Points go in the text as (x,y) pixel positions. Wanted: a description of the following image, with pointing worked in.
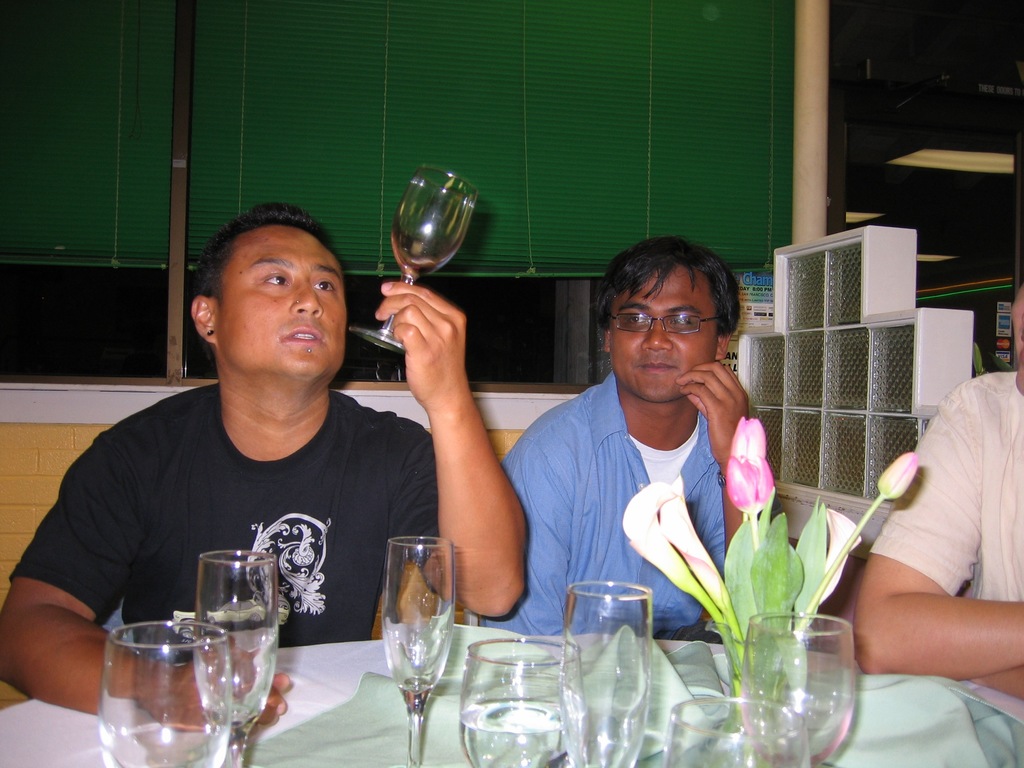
In this picture we can see two persons (574,546) are sitting on the chairs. This is table (329,727). On the table (344,716) there are glasses (648,641) and this is a flower vase (825,563). He is holding a glass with his hand (451,343).
